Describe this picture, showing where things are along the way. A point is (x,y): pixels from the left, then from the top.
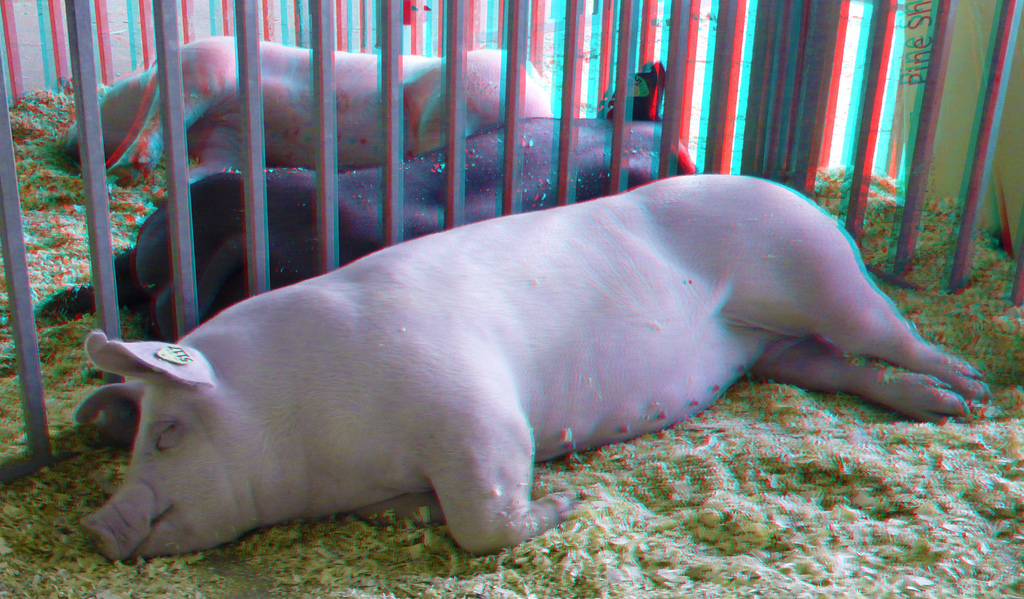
It is an edited image, there are three pigs (293,221) kept in a cage (173,49) and the pigs (521,378) were laying on the ground (103,445).
